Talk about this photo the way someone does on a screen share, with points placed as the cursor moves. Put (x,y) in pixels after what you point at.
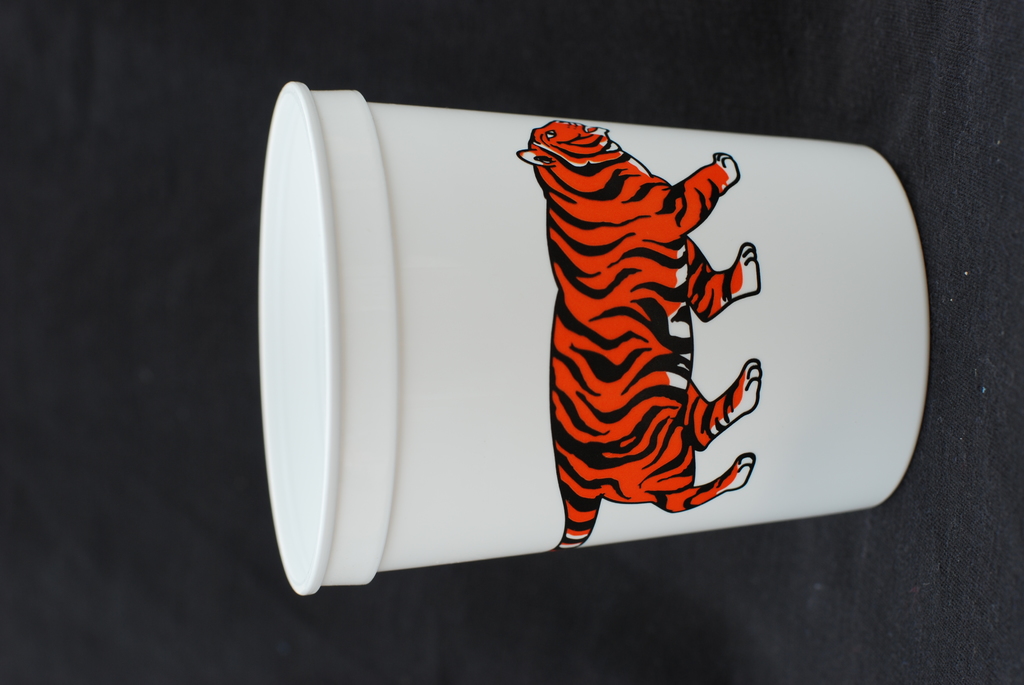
In this image there is a picture (626,322) of a tiger (613,177) is on a white color cup (462,339) as we can see in the middle of this image (470,332).
